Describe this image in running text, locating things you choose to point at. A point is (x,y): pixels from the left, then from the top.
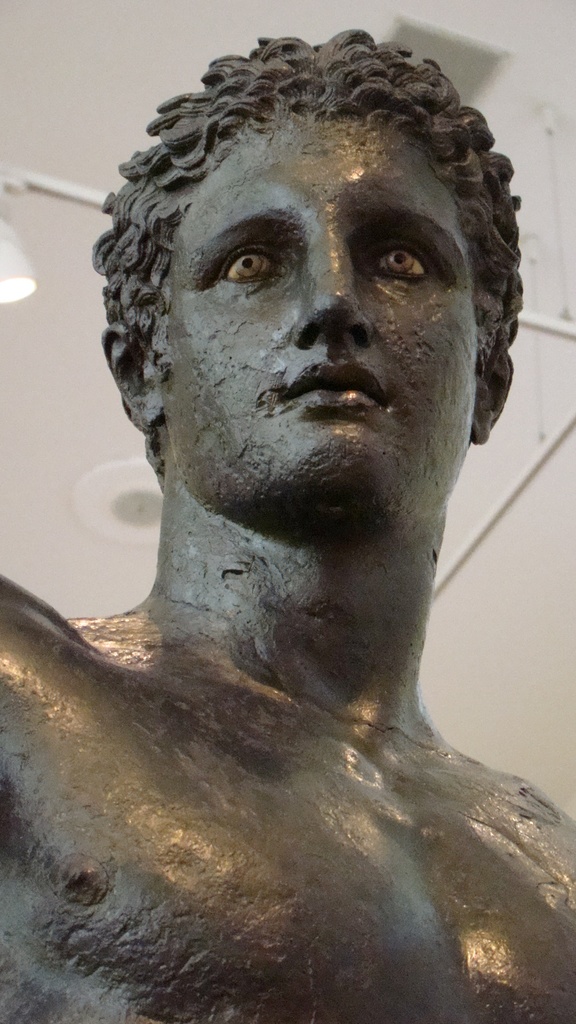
In this image there is a sculpture (360,386) of a person (296,395), there is a light (27,278) truncated towards the left of the image (26,271), there is a roof (105,65), there are objects (112,501) on the roof (486,84).
